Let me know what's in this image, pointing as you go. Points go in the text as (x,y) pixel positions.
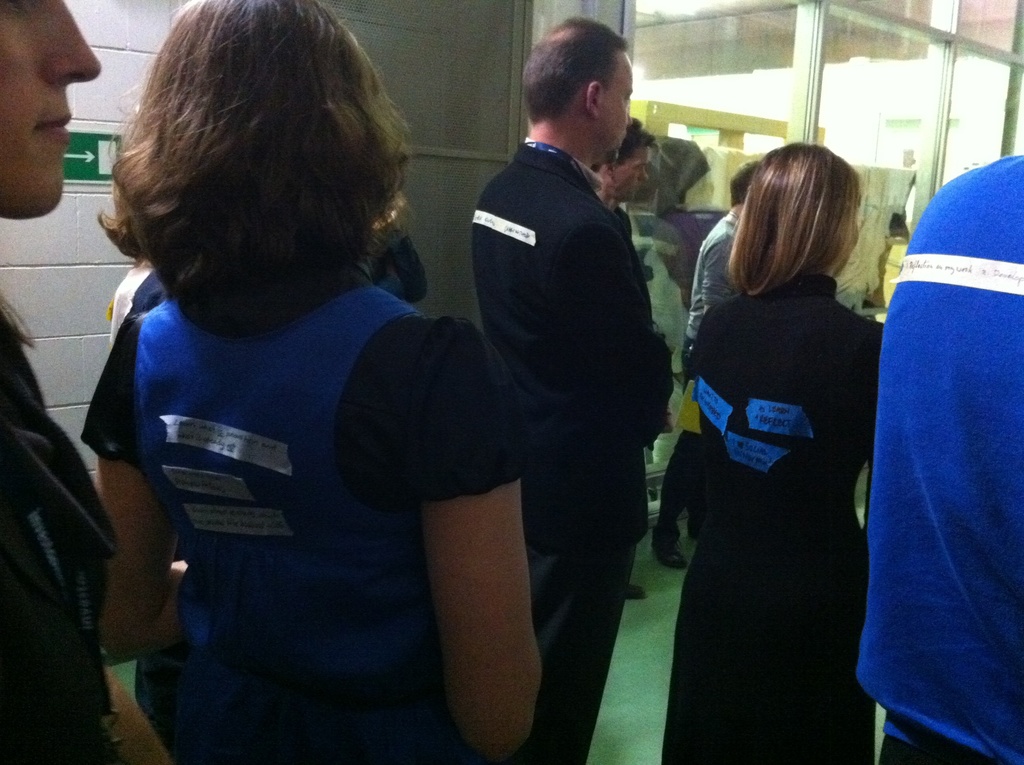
In this image I can see few people (424,376) standing and wearing different color dresses (570,401). In front I can see a glass door (881,120) and wall (487,95).
